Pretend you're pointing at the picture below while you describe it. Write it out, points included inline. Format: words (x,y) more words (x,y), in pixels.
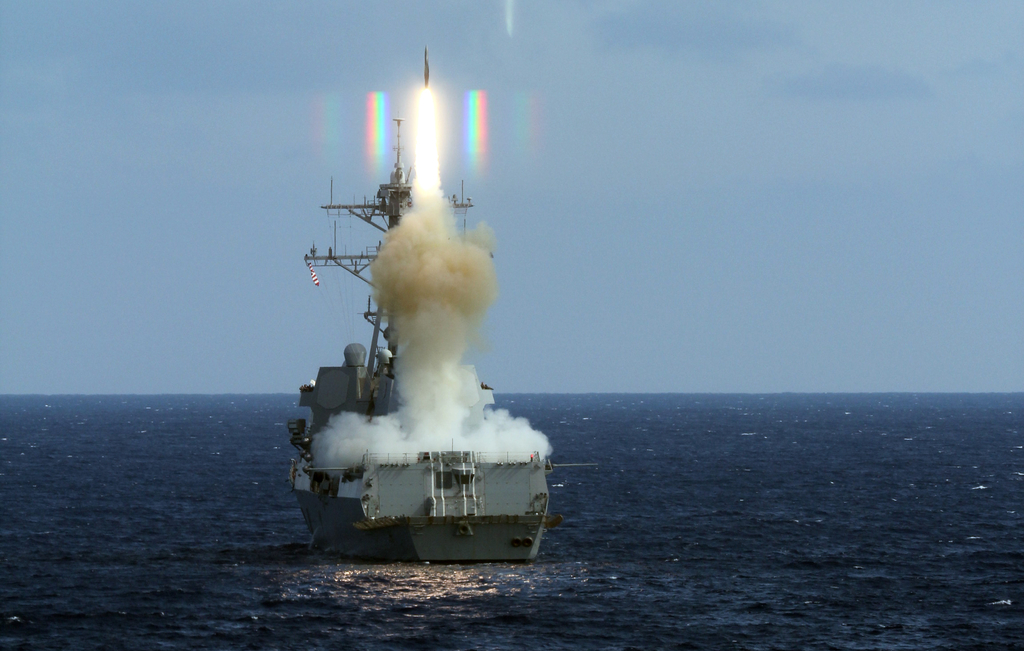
In the picture we can see an ocean (865,444) which is blue in color water (877,577) on it, we can see a ship (387,473) with some poles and smoke (412,441) in it and in the background (838,224) we can see a sky (848,216).
